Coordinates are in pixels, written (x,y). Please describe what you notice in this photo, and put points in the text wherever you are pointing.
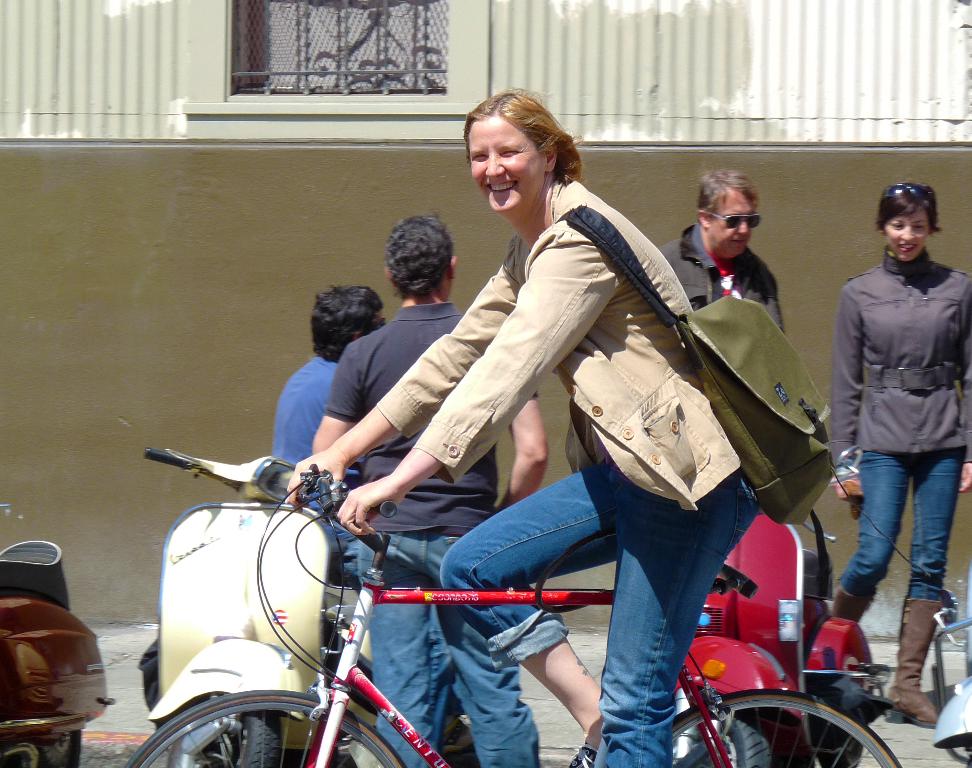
There is woman (604,255) sitting in bicycle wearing backpack (783,364) and behind her there are two men (316,336) staring at the wall (283,293) standing beside white scooter (259,527) and on the other side there is man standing along with woman (856,438) talking to each other in front of red scooter (806,740). behind them there is a brown wall (47,243) and above that we can see a white wall (59,57) with a window (201,58) of some building (967,91).
